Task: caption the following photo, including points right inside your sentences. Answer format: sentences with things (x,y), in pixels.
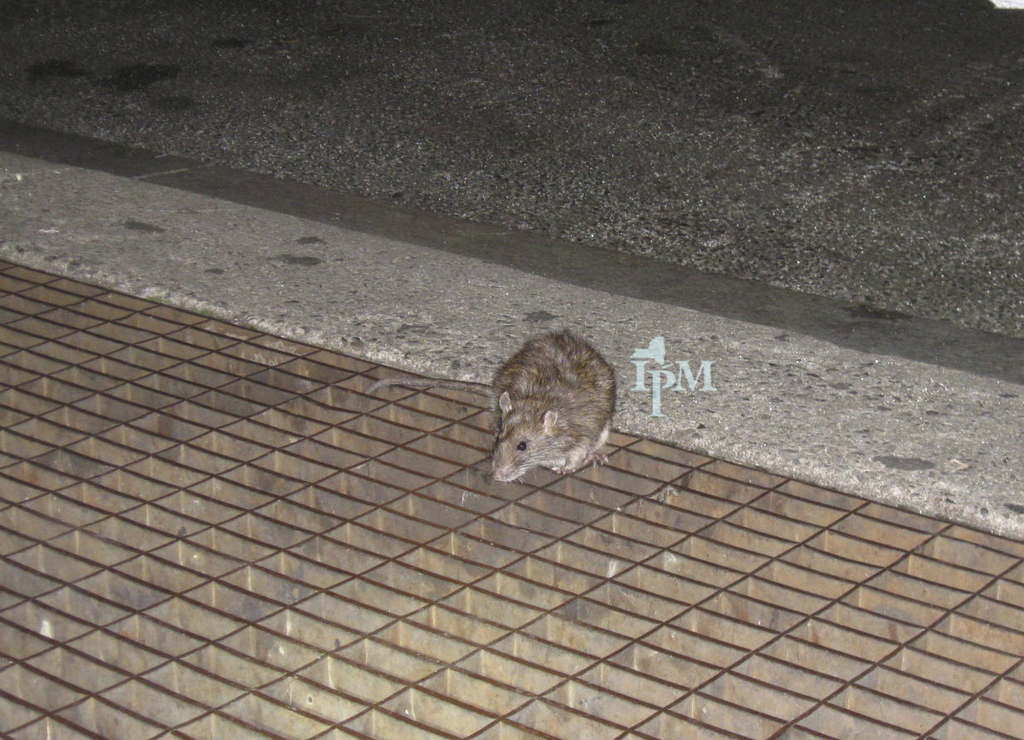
In the image there is a rat (529,468) standing on a grill (384,521) and behind it there is a road (561,185).
